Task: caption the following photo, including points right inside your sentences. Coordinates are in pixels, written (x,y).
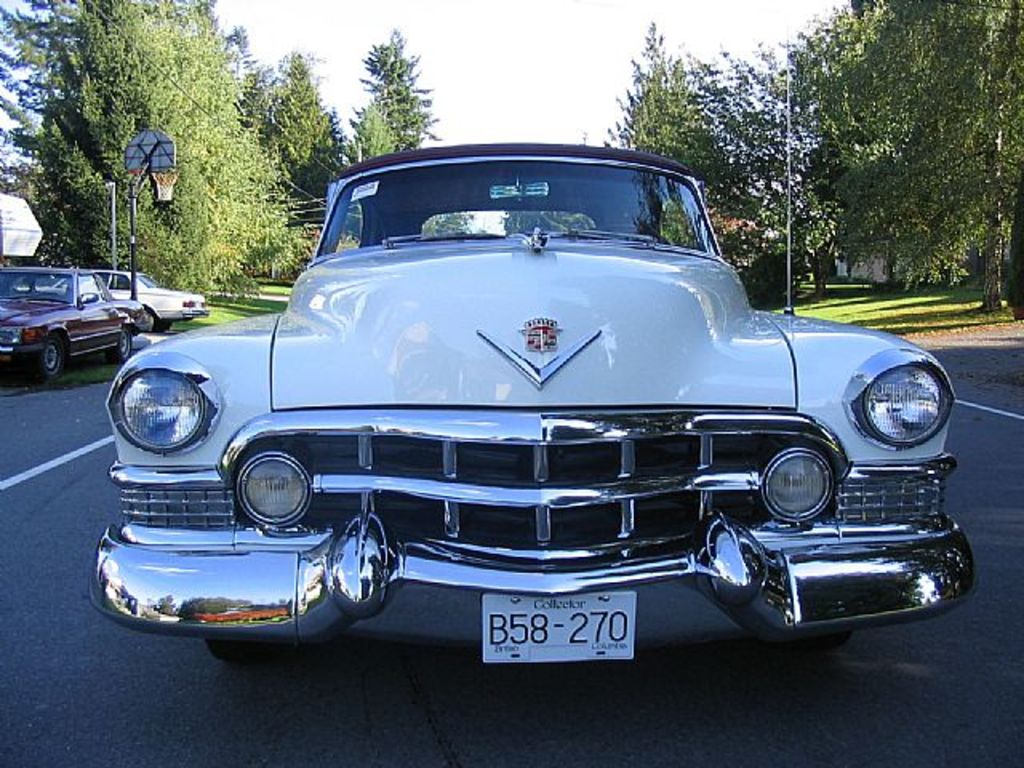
In the picture we can see white color car (497,403) which is on road (16,411), on left side of the picture (83,302) there are some cars (60,325) parked and in the background of the picture (76,210) there are some trees (388,93) and clear sky (577,14).
